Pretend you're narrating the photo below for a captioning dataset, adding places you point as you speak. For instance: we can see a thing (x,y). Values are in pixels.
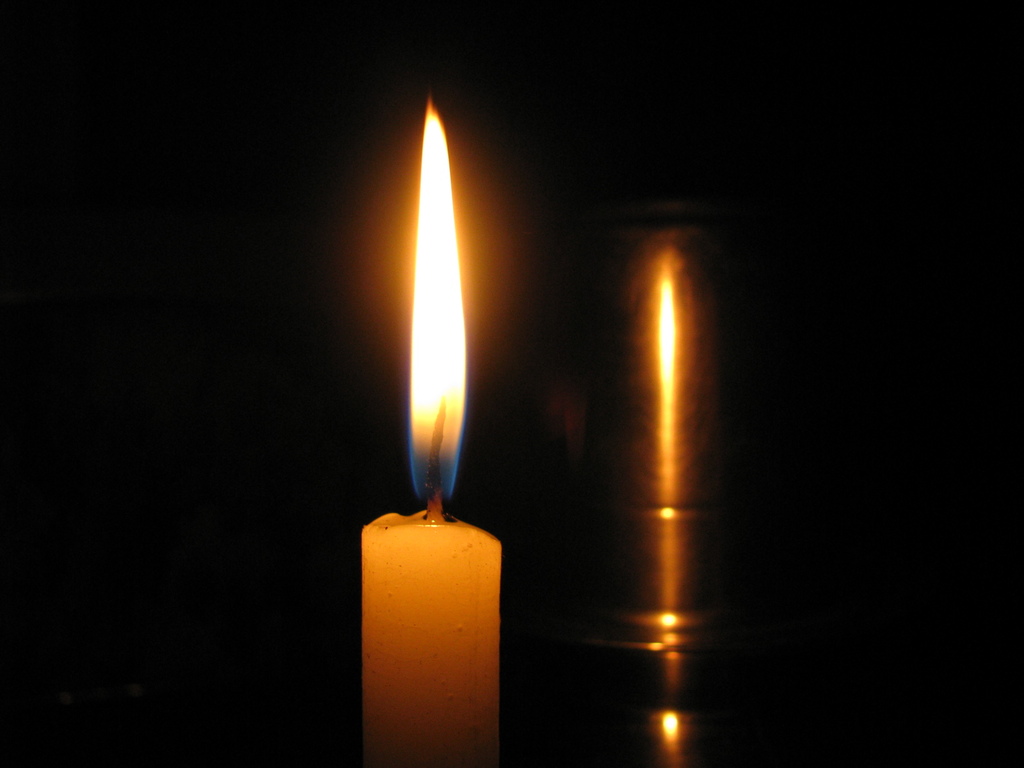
In the picture we can see a candle (499,710) and a light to it and beside it we can see a image (678,332) of it.
